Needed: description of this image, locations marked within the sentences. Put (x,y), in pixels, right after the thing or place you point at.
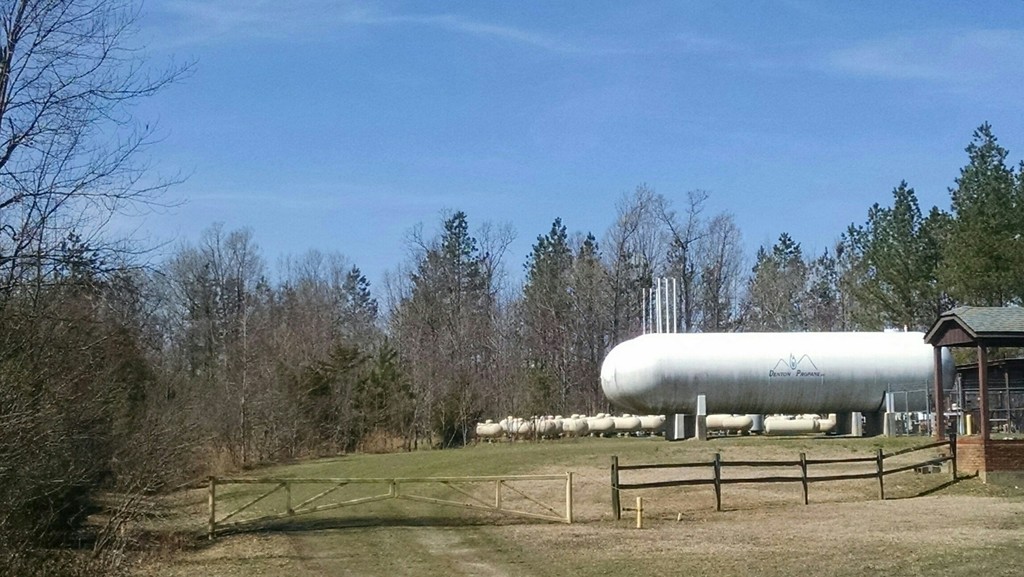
In this image, we can see tankers (766,354), sheds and fences (708,481) and there are poles (637,505). In the background (493,310), there are trees (324,322) and at the top (449,90), there is sky (421,90).
